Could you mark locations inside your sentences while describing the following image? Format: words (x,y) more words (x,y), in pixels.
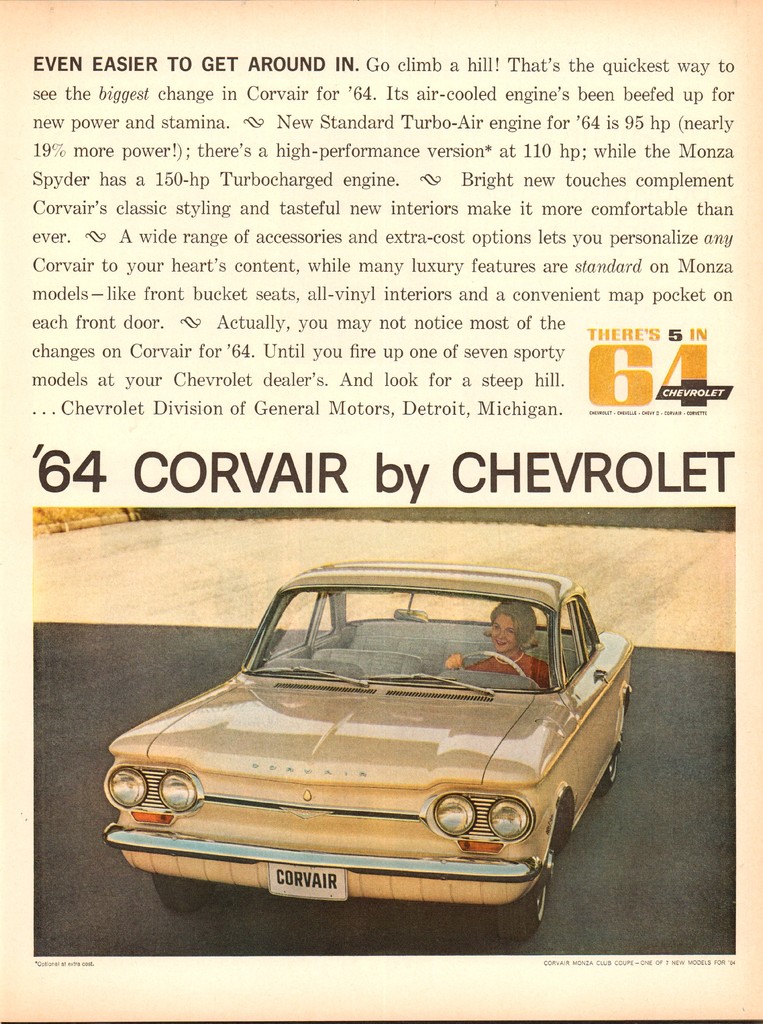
In this image there is an advertisement (386,594).
